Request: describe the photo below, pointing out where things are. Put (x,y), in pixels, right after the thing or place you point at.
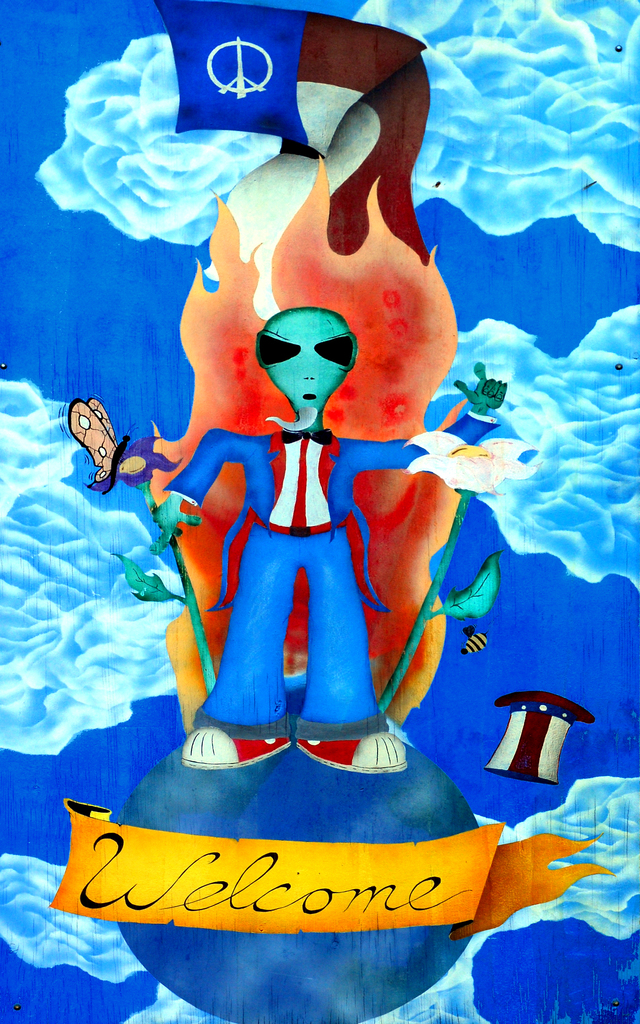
In this picture I can see it looks like an animation, at the bottom (85,880) there is the text (309,900). In the middle (317,657) there is a person (355,677) standing, on the left side (99,477) there is a butterfly (80,421).
